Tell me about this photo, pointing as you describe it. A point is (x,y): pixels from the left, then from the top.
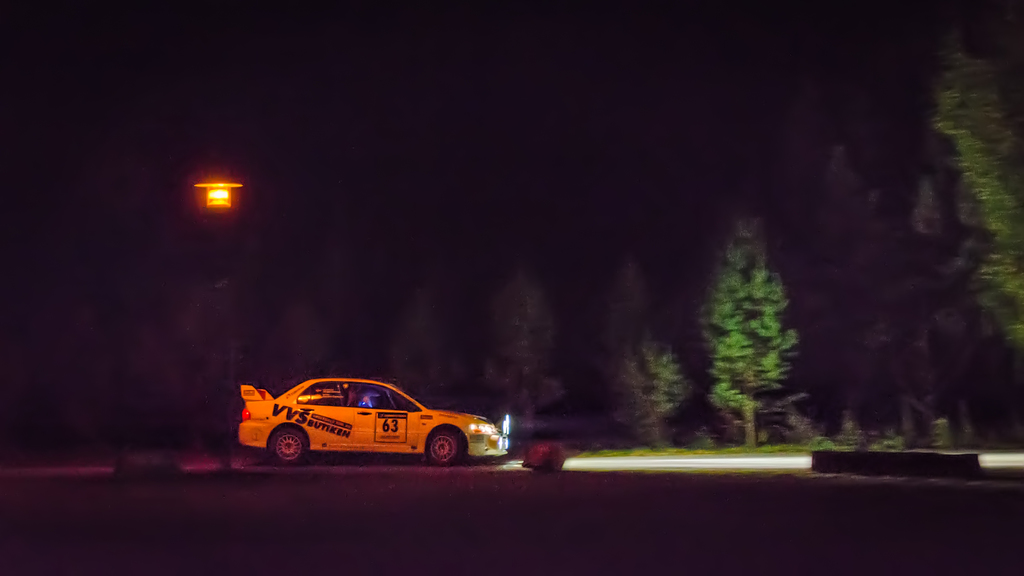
In this image there is a car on the road (715,472). Beside the road (483,483) there are few objects (913,466). In the background of the image (877,444) there are trees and there is a light (224,207).
